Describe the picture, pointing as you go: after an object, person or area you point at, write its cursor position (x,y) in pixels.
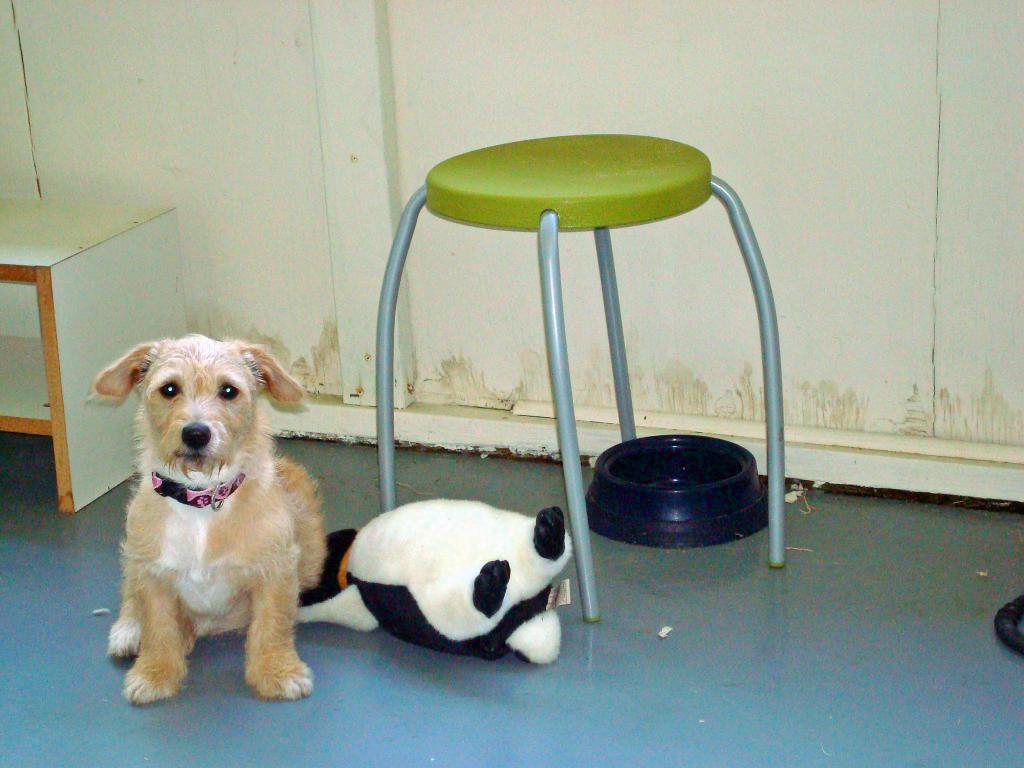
In this image there is one dog (225,590) is sitting on the floor (214,659) at left side of this image (191,608) and there is a toy (358,614) at bottom of this image (442,561) and there is a stool (630,414) in middle of this image (499,265) and there is a wall (451,307) in the background (366,112).
